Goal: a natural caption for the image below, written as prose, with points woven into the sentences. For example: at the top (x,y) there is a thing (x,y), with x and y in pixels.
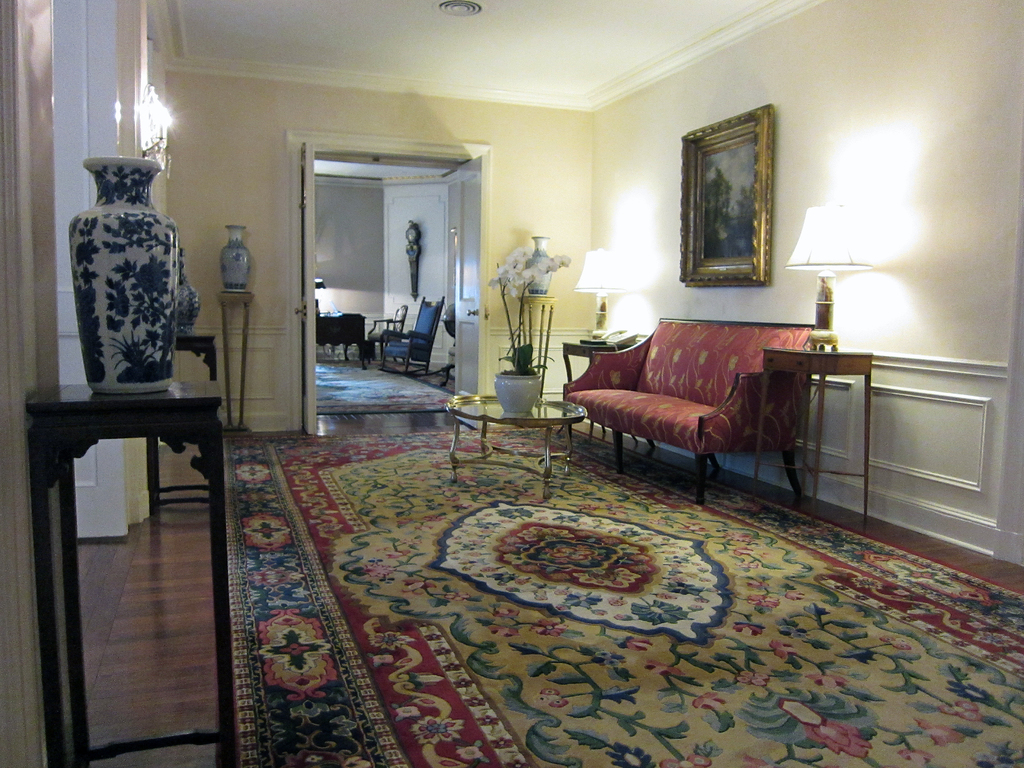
In this image I can see a table (146,432) with a flower pot (133,297) placed on it. This is a carpet (513,652) with design (714,659) on it. This is a teapoy (538,420) and I can see a white pot (521,392) placed on the teapoy (570,401). This is a couch (695,396). I can see tables (765,365) beside couch (755,355). On this I can see telephone (624,332) and lamp (602,309) placed on the table (600,342). This is a photo frame (738,218) which is attached to the wall (862,130). At background (435,323) I can see a room (393,344) with chairs (429,326) and some object (411,250) is hanged to the wall (436,250). This is another table (238,296) with flower vase (238,281) on it.
